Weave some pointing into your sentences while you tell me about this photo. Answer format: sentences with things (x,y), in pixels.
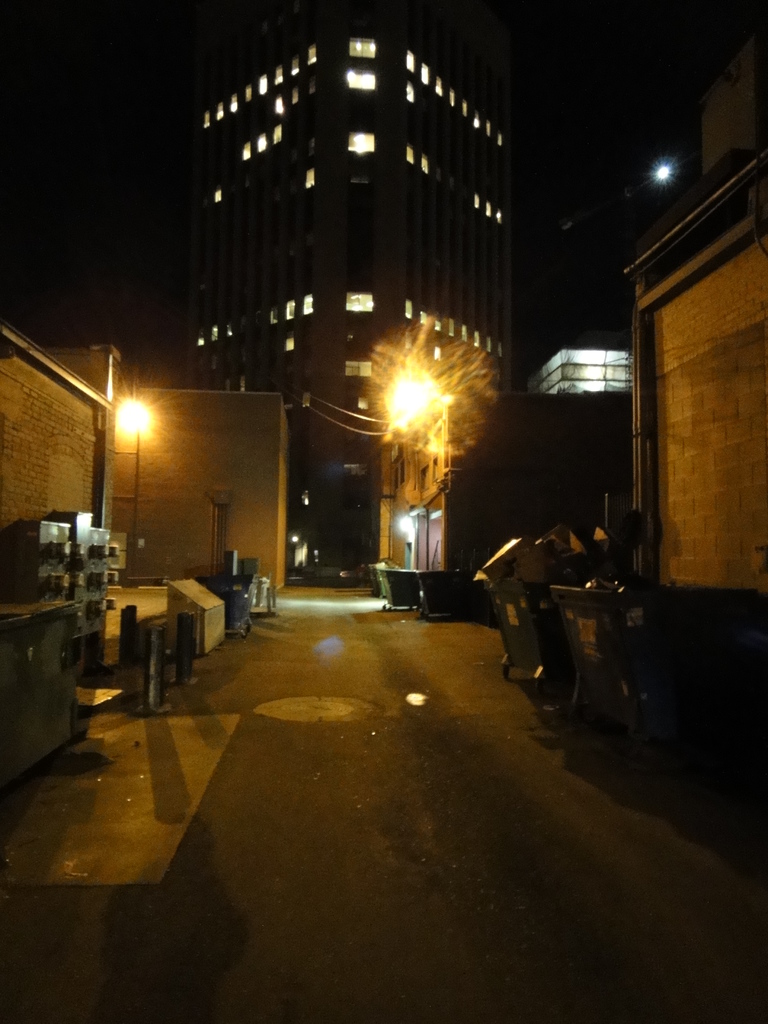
In this image, we can see some buildings (356,457). There are lights (139,407) in the middle of the image (430,385). There are trash bins (465,599) on the road (557,708). There is a panel board (56,549) on the left side of the image (96,561).
